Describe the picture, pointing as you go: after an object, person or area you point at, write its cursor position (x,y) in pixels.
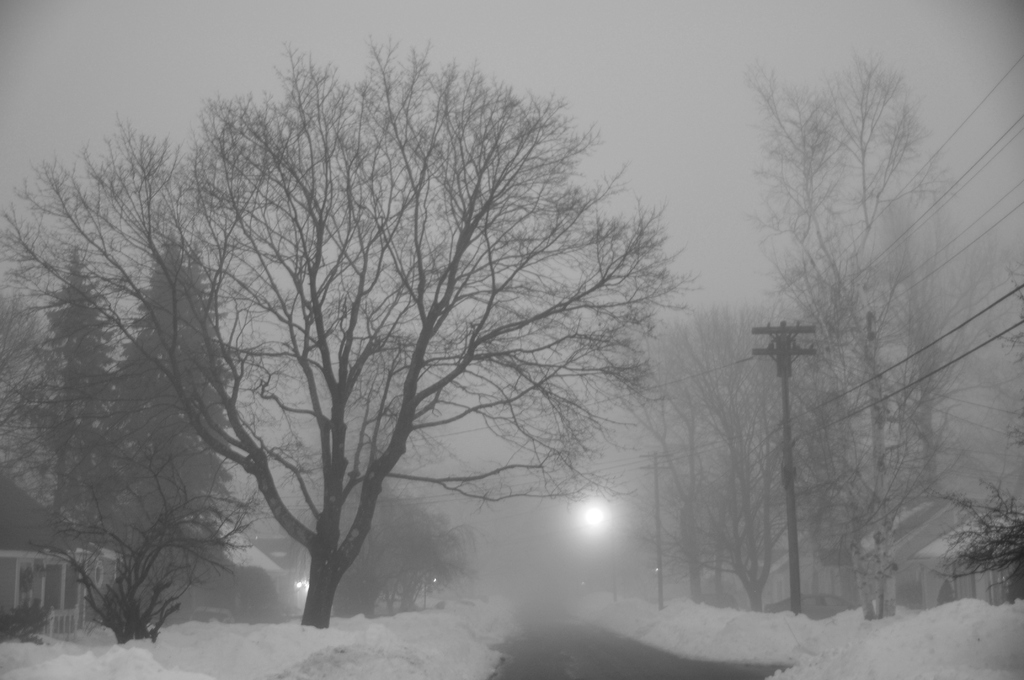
In this image in the middle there is a path (557,635). On both sides there are trees (214,539), buildings (84,540). On the right (791,496) there are electric poles (786,377) with cables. There is snow (201,654) all over the place.
